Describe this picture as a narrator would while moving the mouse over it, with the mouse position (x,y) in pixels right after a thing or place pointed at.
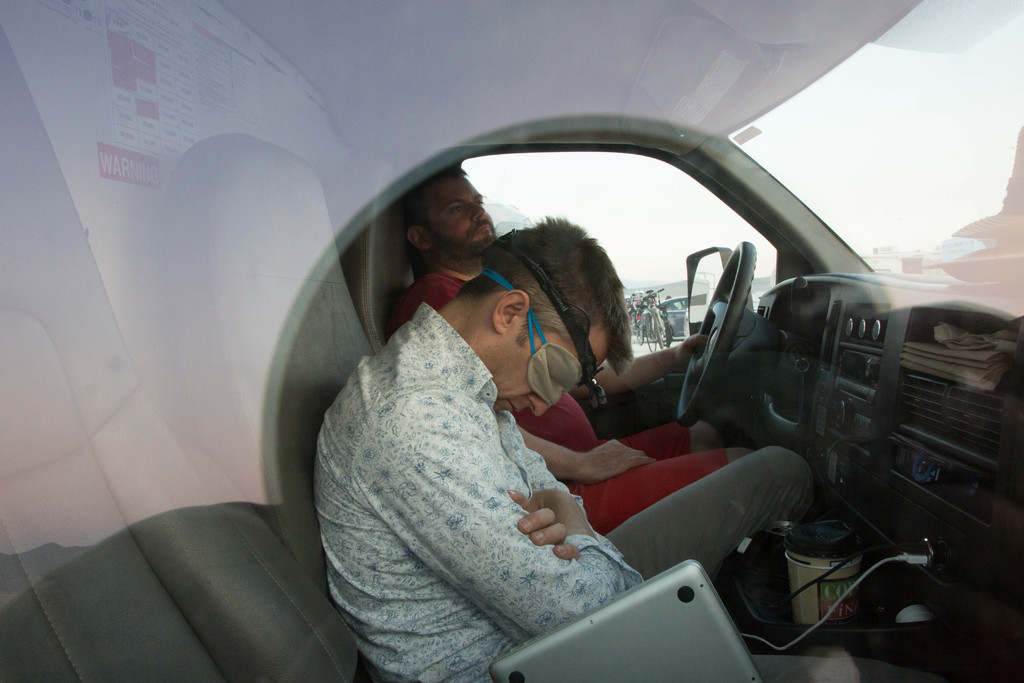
In this picture we can see an inside of a vehicle (296,549), here we can see people (450,549) and in the background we can see sky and some objects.
